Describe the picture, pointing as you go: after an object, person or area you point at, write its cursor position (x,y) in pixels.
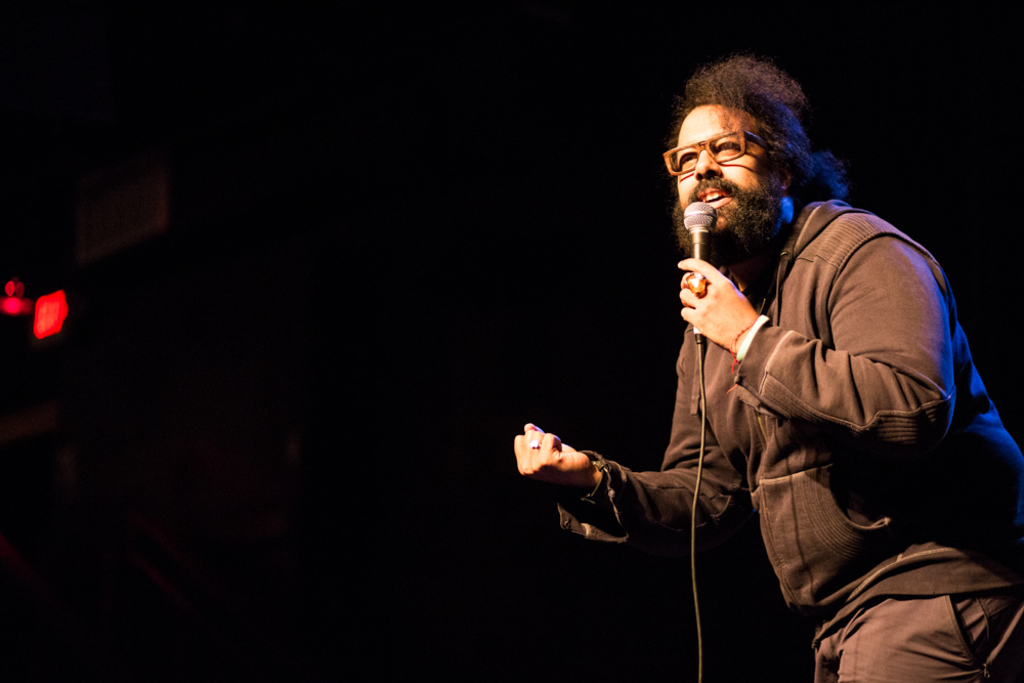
Here is a man (793,316) standing and singing song holding a mike (700,263). He wore a jerkin (873,320), trouser (940,660) and spectacles (726,150). At background (366,159) it is so dark with a small red color light (57,314).
